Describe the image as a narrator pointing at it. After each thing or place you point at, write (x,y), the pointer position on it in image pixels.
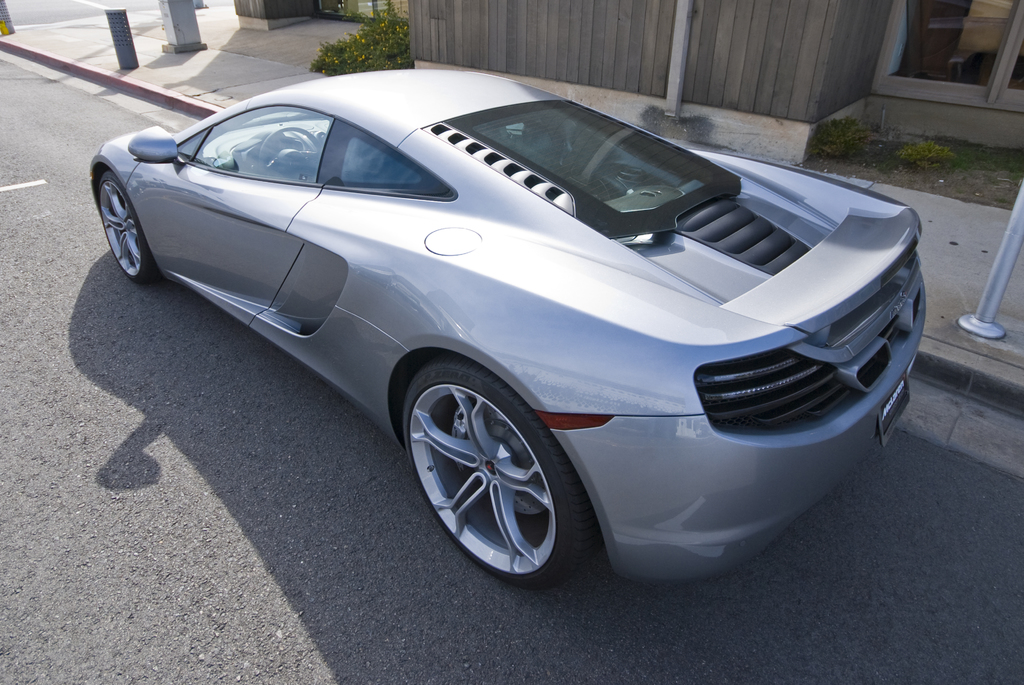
In this picture I can see there is a car (222,286), it is in silver color and it has two doors (260,191) and on to right (810,97) there is a building (422,38) and plants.
